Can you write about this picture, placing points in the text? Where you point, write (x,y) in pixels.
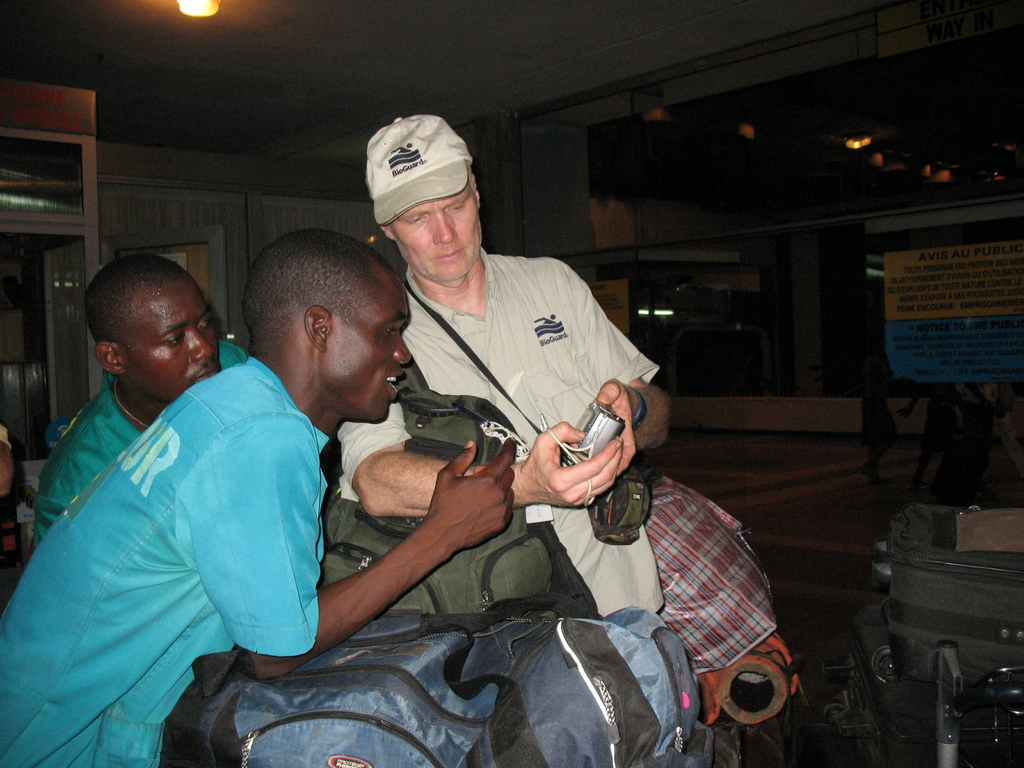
In this picture we can see lights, boards (988,16), people (620,390), bags (578,707), floor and objects (910,673). We can see people (149,678) staring at a camera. We can see a man (446,161) wearing a cap (446,161) and holding a camera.
